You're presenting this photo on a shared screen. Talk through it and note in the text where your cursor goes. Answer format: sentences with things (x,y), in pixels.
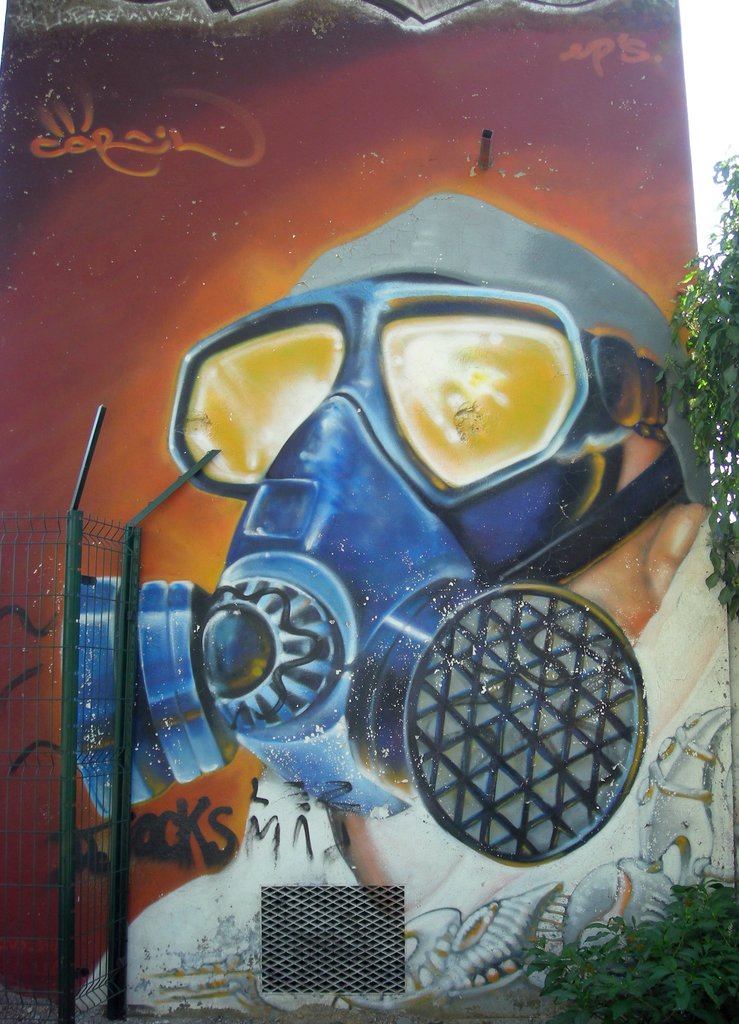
In this image there is a painting (366,506) on the wall (345,395). On the left side (114,747) there is a grill (121,938). On the right side (730,360) there are trees (699,426). At the bottom (623,962) there are plants (630,966).
